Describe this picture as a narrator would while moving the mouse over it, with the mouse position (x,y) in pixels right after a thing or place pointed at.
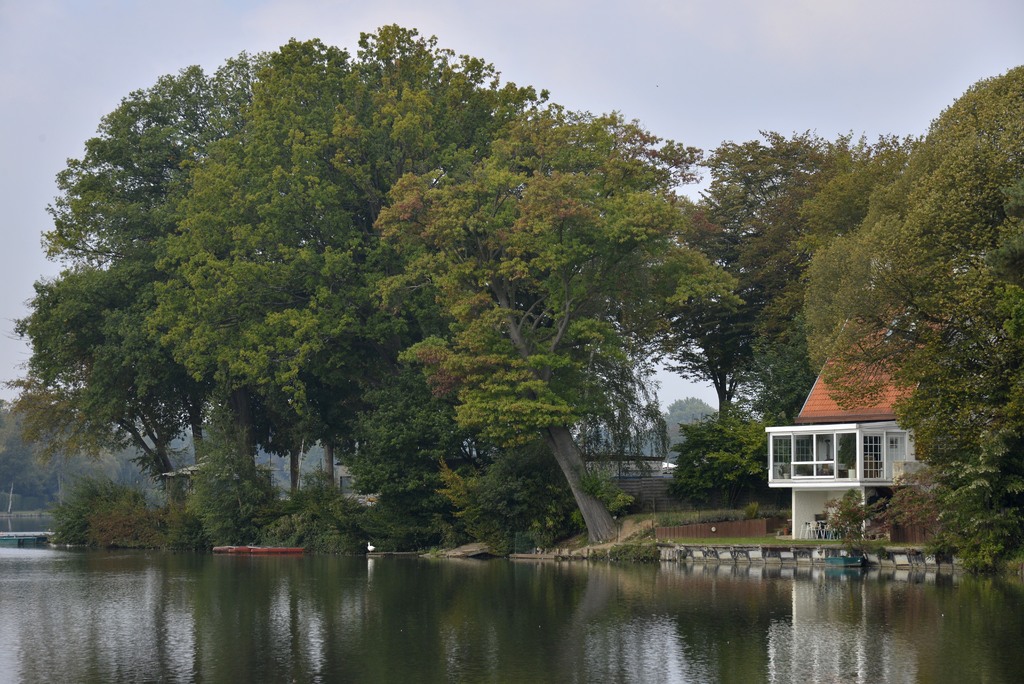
In this image there is lake (326,626) in the middle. On the lake (414,629) there is a boat (247,552). Beside the lake (270,568) there is house (832,458) on the right side (876,417) and trees (382,339) on the left side (201,333). At the top (653,43) there is sky (652,44). There are trees (460,384) on either side of the lake (111,581).
